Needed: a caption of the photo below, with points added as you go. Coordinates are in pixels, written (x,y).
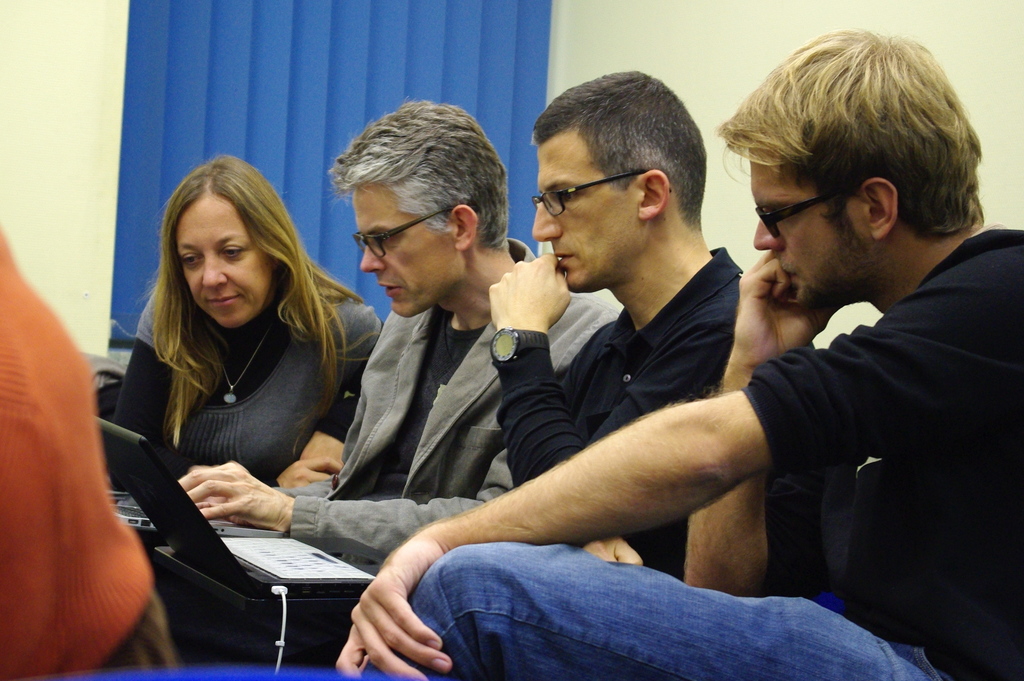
In the image there are four people (351,301) sitting and discussing something by operating laptops (162,482), behind them there is a wall (718,27) and on the left side (331,86) there is a window (228,95).
